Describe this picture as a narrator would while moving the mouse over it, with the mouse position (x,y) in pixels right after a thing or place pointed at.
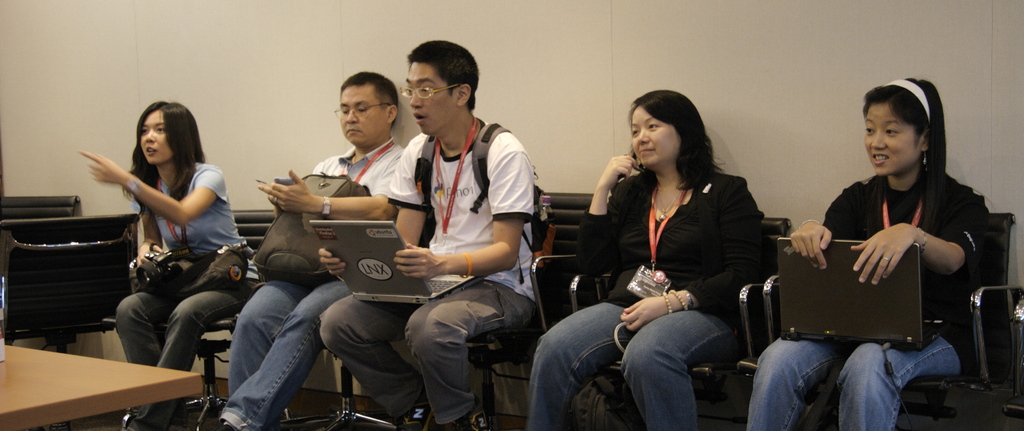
In the image in the center (622,245) we can see few people (889,265) were sitting on the chair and they were smiling, which we can see on their faces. And they were holding some objects (778,245). On the left bottom (100,359) we can see table (50,409). In the background (282,112) there is a wall (594,54) and few chairs (17,330).
